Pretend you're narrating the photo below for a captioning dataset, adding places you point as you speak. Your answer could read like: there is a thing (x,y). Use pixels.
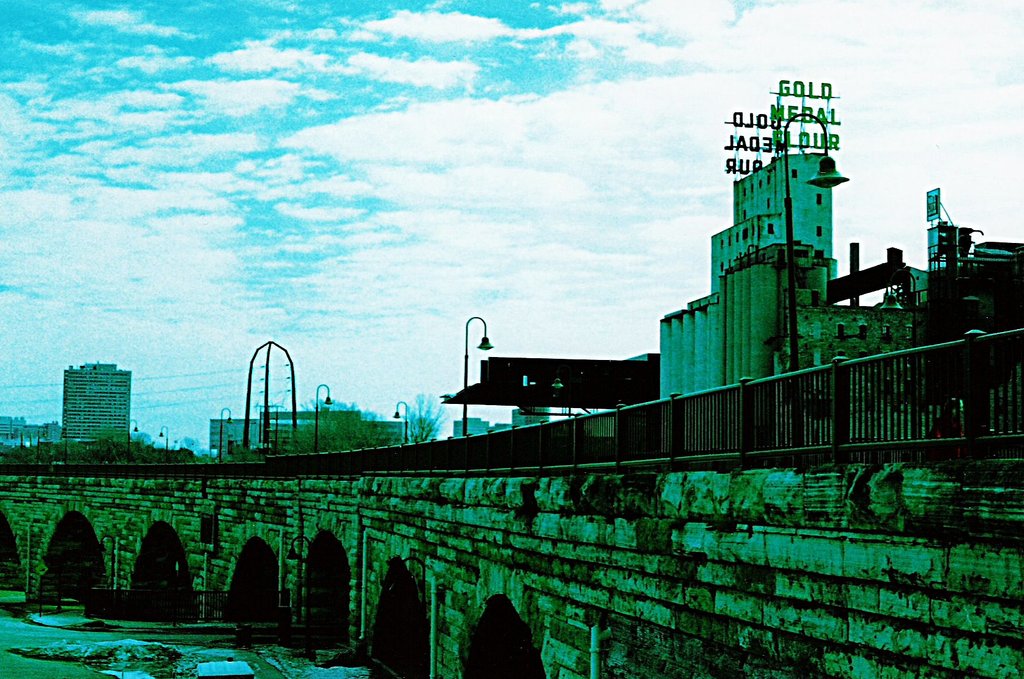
In this image we can see the bridge (512,495), buildings (90,426), trees (298,447), light poles (317,403), railing (536,453) and also the pipes (595,658). We can also see the sky (92,198) with the clouds (151,213).
